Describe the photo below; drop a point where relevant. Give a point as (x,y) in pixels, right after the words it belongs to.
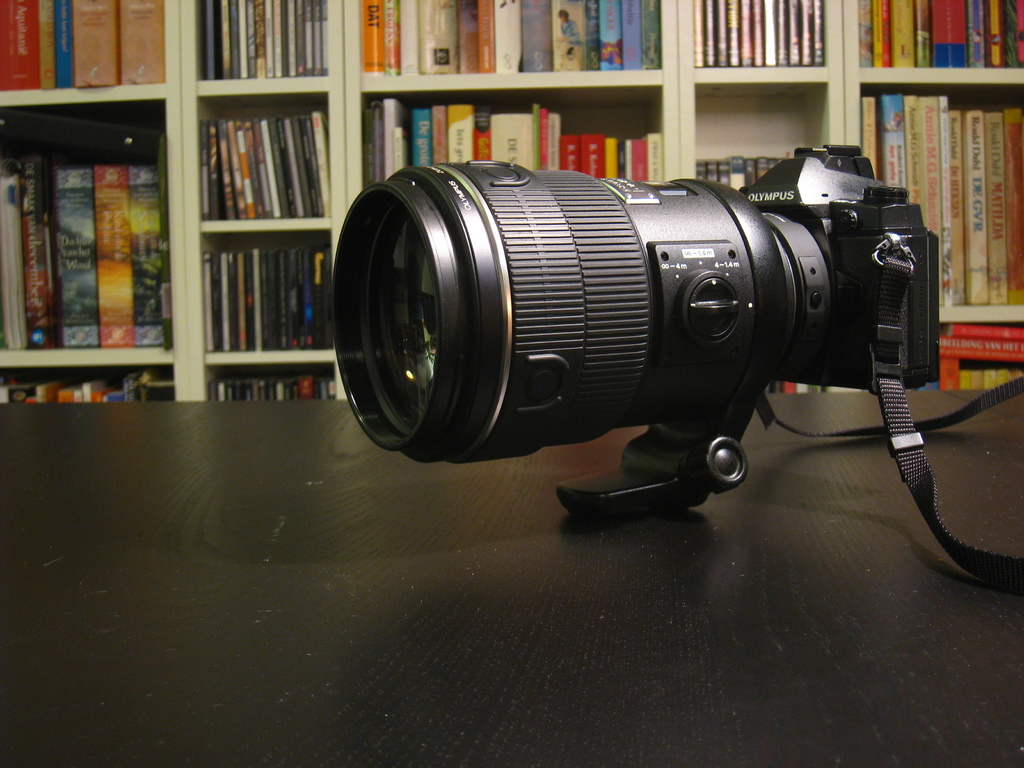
In this picture, we can see a camera (594,513) on the black color object (561,594), in the background (142,209), we can see some shelves (655,80) and books (970,122) in it.
